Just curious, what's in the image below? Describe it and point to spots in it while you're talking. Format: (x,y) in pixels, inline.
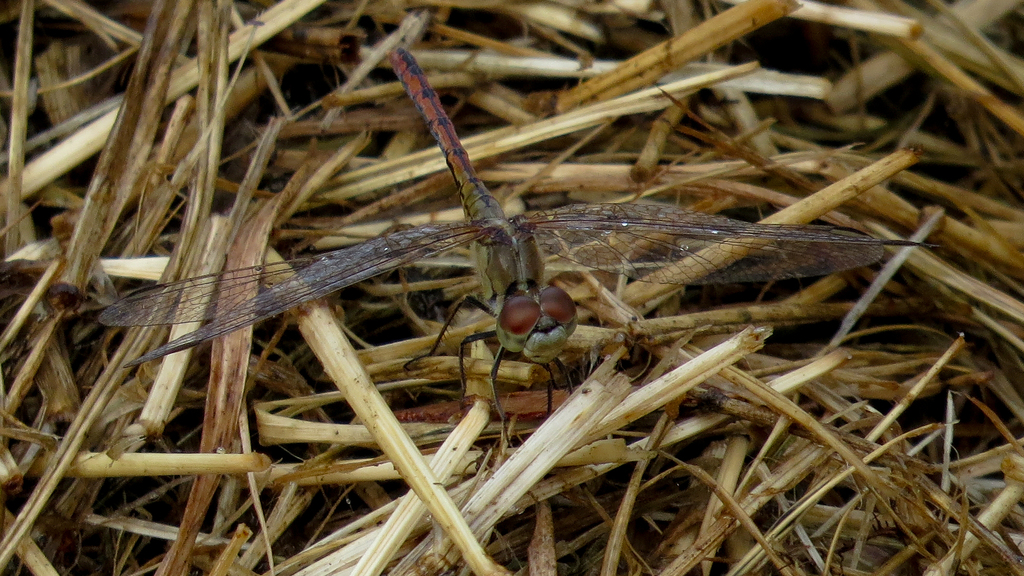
In the image we can see there is a dragonfly (475,239) sitting on the dry plant stem (539,443).
